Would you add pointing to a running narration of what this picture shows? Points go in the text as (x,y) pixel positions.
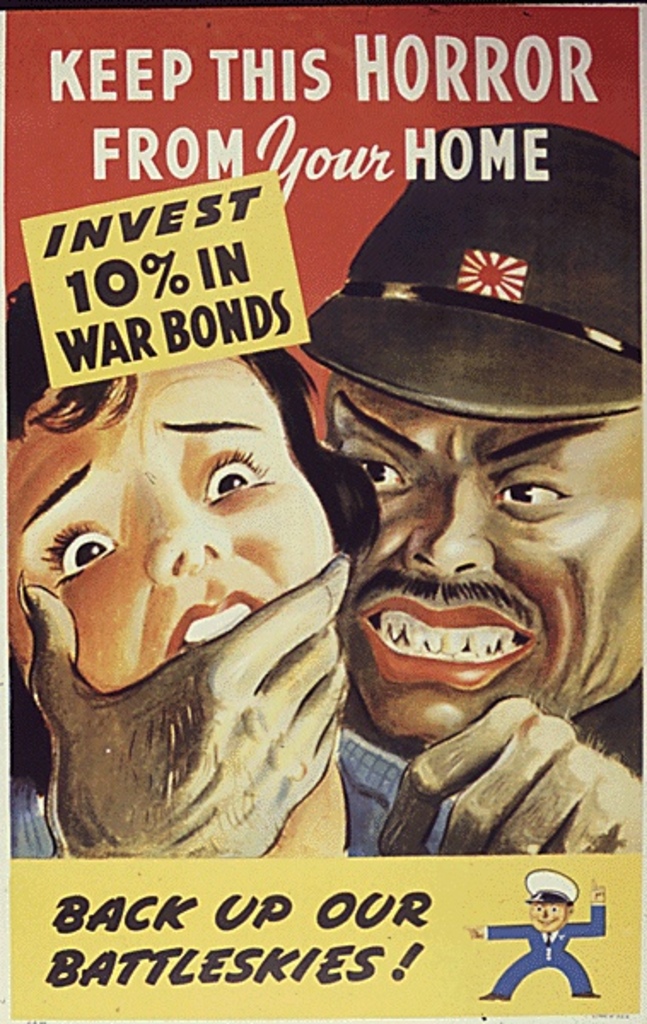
This is a poster and in this poster we can see a man (419,538) and a girl (322,555) and some text (94,347).
